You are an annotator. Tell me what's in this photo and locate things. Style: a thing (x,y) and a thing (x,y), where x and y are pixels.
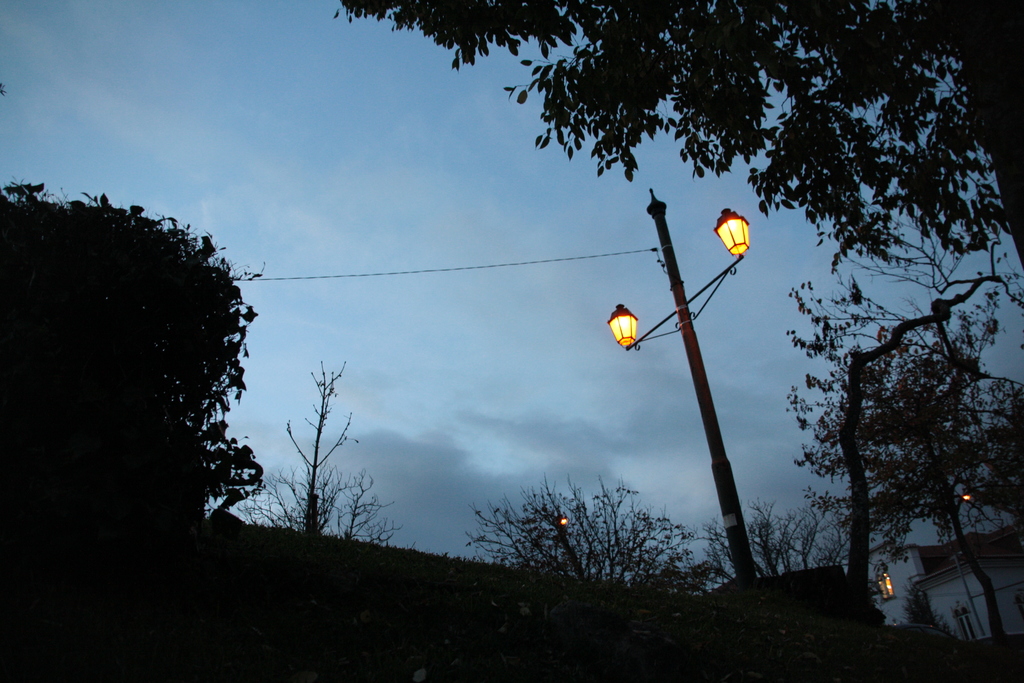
I think this picture is taken at night. Towards the left (85,418) and right, there are trees (954,511). Towards the right (731,231), there is a pole (745,574) with two lights (749,220). In the background (422,194), there is a sky (479,261) with clouds (469,484).
